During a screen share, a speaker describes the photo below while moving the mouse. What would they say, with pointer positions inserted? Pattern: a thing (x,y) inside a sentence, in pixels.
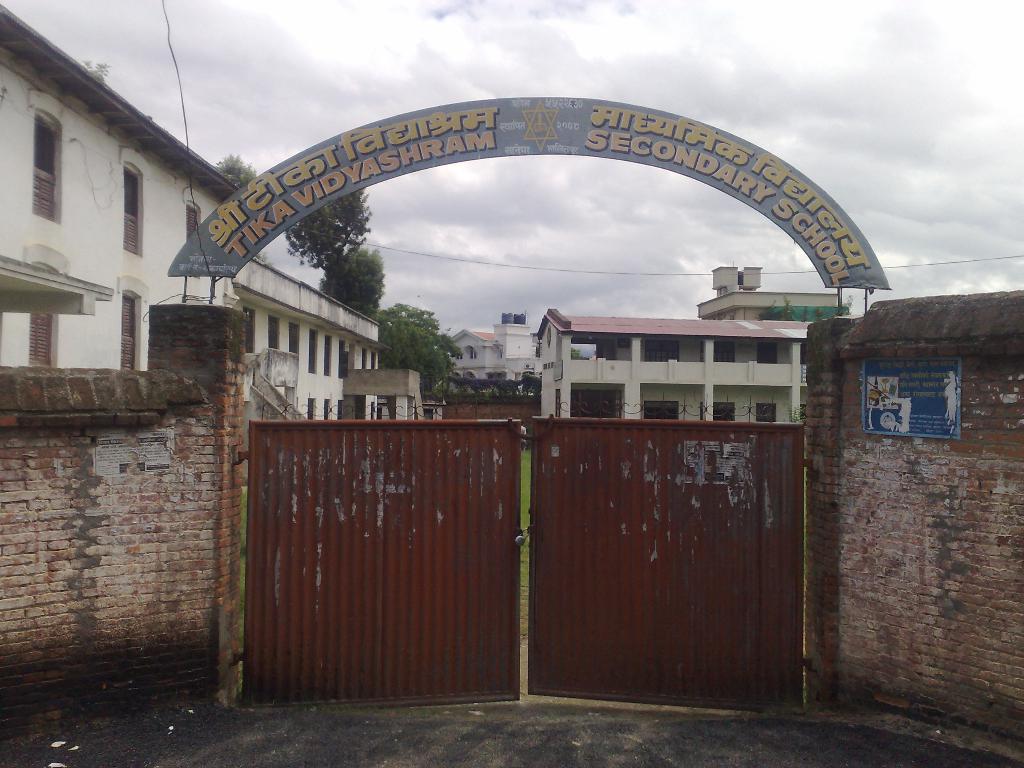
In this image there is a school (841,417) where it has a gate (496,469), arch (848,222) - name of the school (529,138), and the background (515,349) there are buildings (456,344), trees (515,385), sky (927,123) covered with clouds (954,212).
